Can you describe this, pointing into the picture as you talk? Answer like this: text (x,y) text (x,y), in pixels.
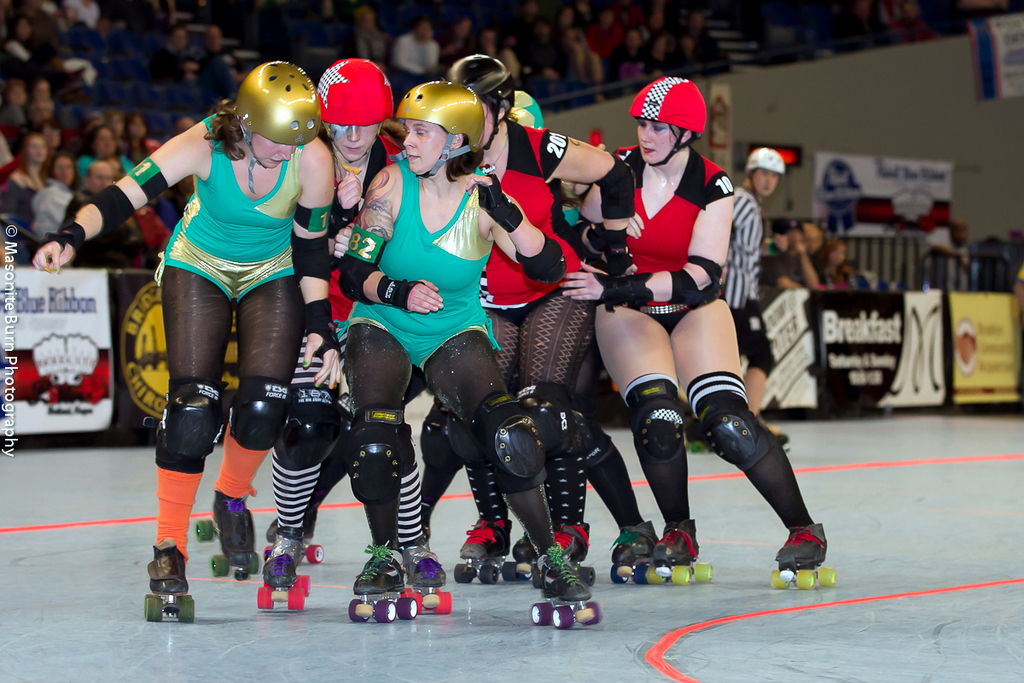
In this image in the center (417,247) there are a group of people (479,378) who are skating, and in the background (113,242) there are some people (220,52) who are sitting and also there are some boards (142,323) and wall (894,146). At the bottom (730,602) there is a floor (136,578).
